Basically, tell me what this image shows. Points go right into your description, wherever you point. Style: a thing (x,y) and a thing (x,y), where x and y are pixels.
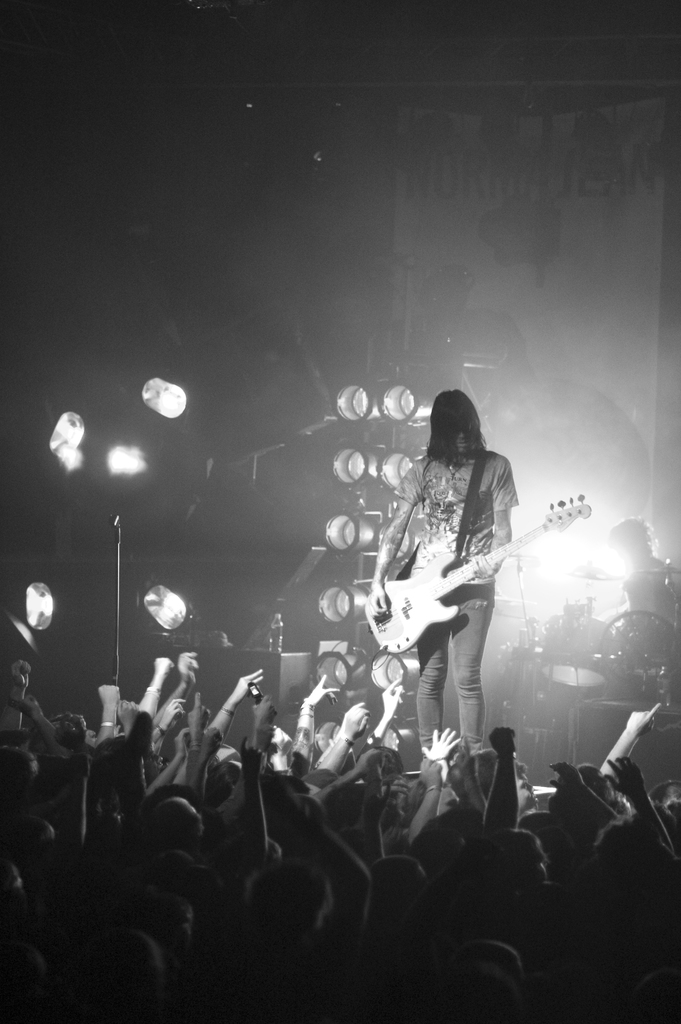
It is a music show, a man (450,510) is standing on the stage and playing the guitar (460,584) behind him and other one (651,573) is playing the drums (647,629), many audience (317,780) are enjoying the music, in the background (350,430) there are different lights (340,403) and there is also a banner (522,223).
